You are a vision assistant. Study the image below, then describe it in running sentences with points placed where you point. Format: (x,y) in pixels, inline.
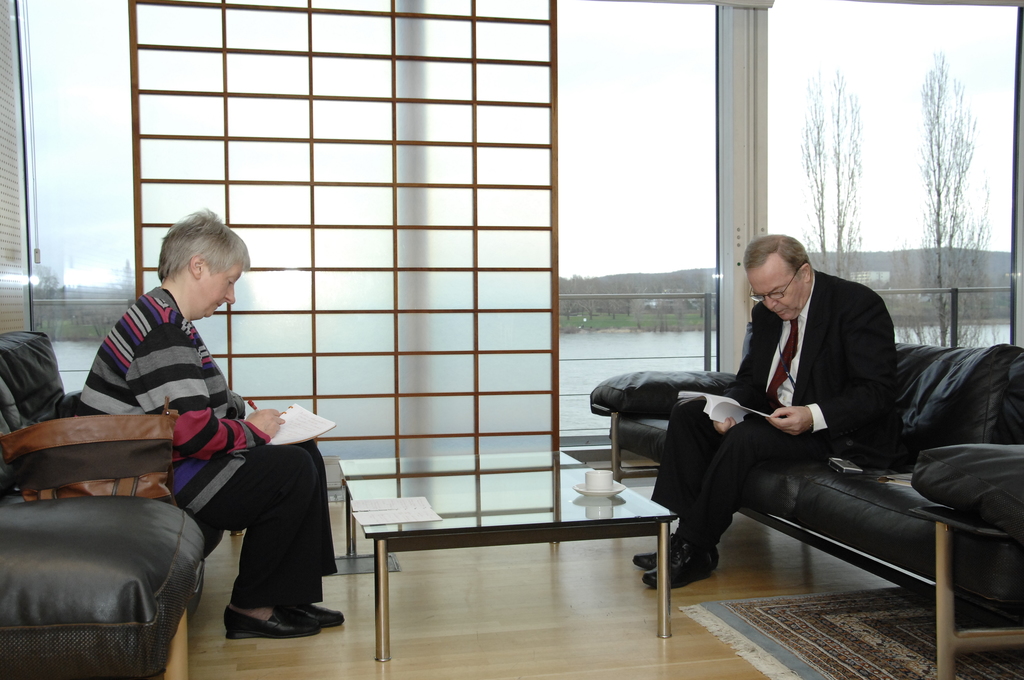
In the foreground of this image (212,541), on either side, there is a man (818,393) and a woman (194,435) sitting on the couch (128,546) and holding papers (714,412). The woman (238,425) is holding a pen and beside her, there is a bag (123,457). In front of them, there is a table (496,516) on which, there is a cup (599,474), saucer (604,491) and few papers (410,517). At the bottom (840,649), there is a mat (843,656). In the background (486,126), there is a glass door (450,146), railing (589,296), trees (820,221), water (573,367) and the sky (635,124).
